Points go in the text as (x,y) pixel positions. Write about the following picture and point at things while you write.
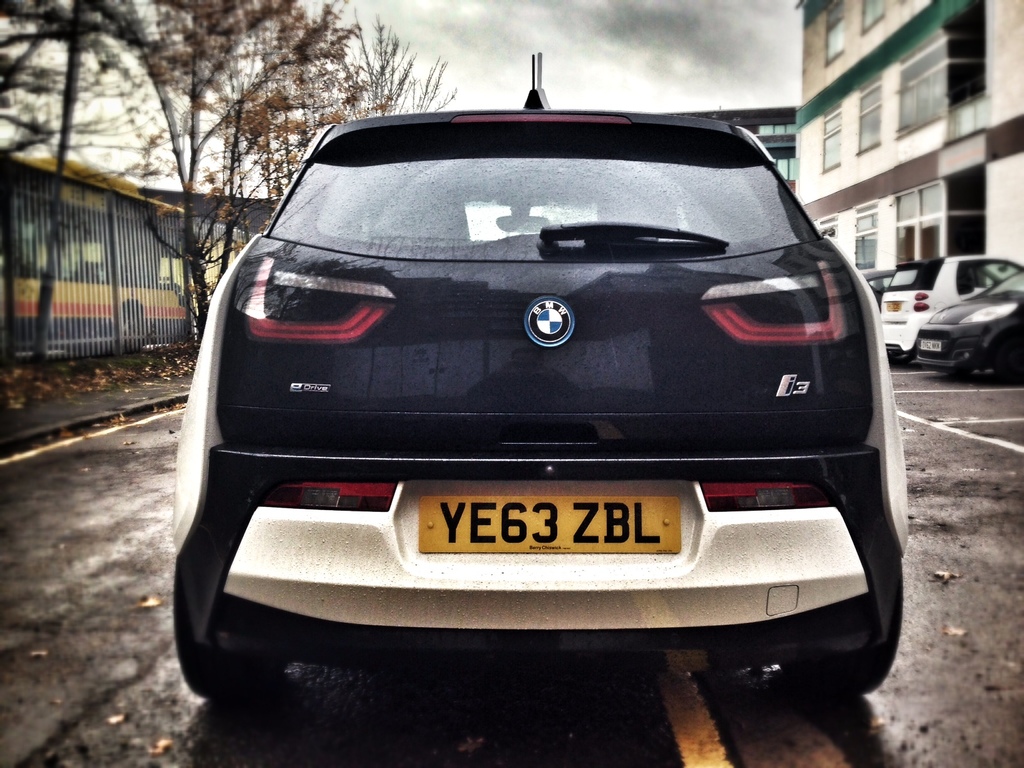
It is a BMW car (627,463) on the road (717,732), on the left side (228,162) there are trees (258,202). On the right side (934,90) there are buildings (891,109).
